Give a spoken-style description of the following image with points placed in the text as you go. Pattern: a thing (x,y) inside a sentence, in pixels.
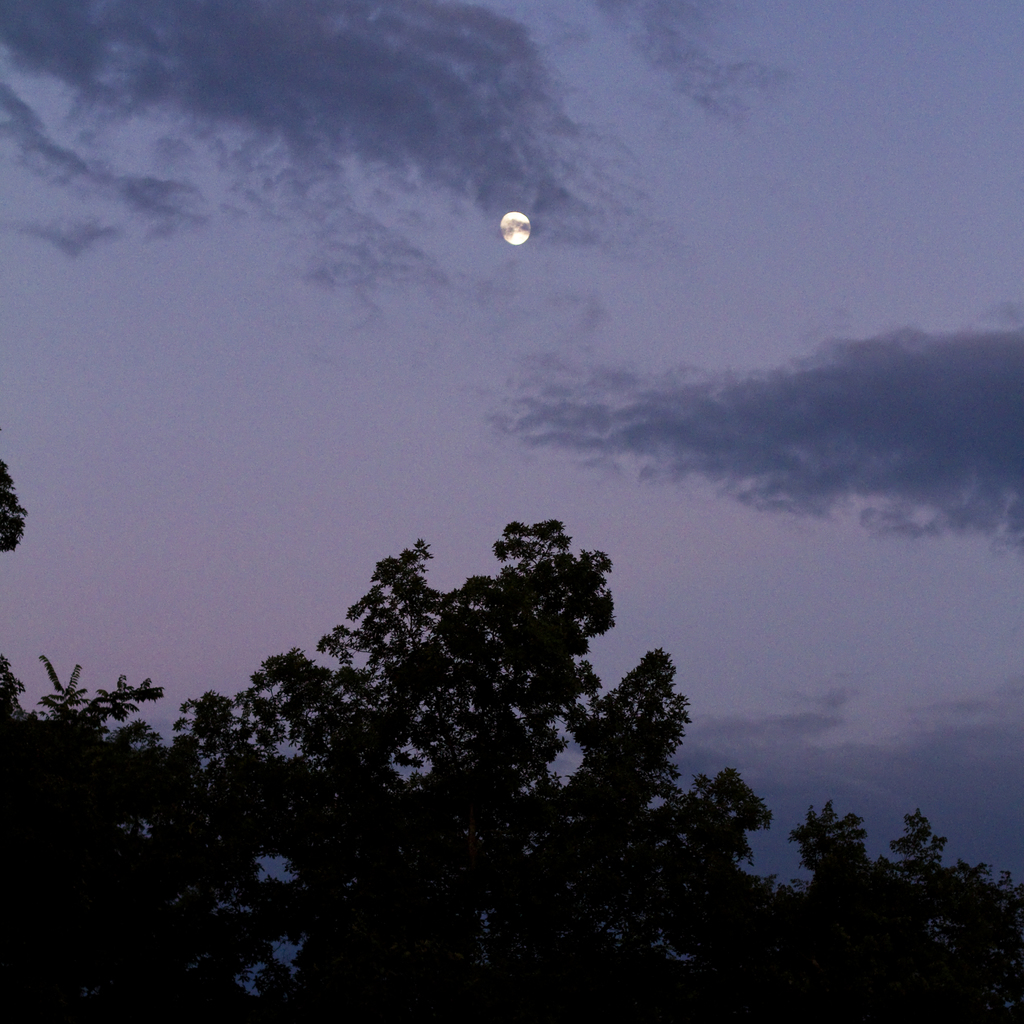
This picture is taken in the nighttime. At the bottom (290,802) there are trees (775,929). At the top (512,224) there is moon (524,238) in the sky (583,232).
